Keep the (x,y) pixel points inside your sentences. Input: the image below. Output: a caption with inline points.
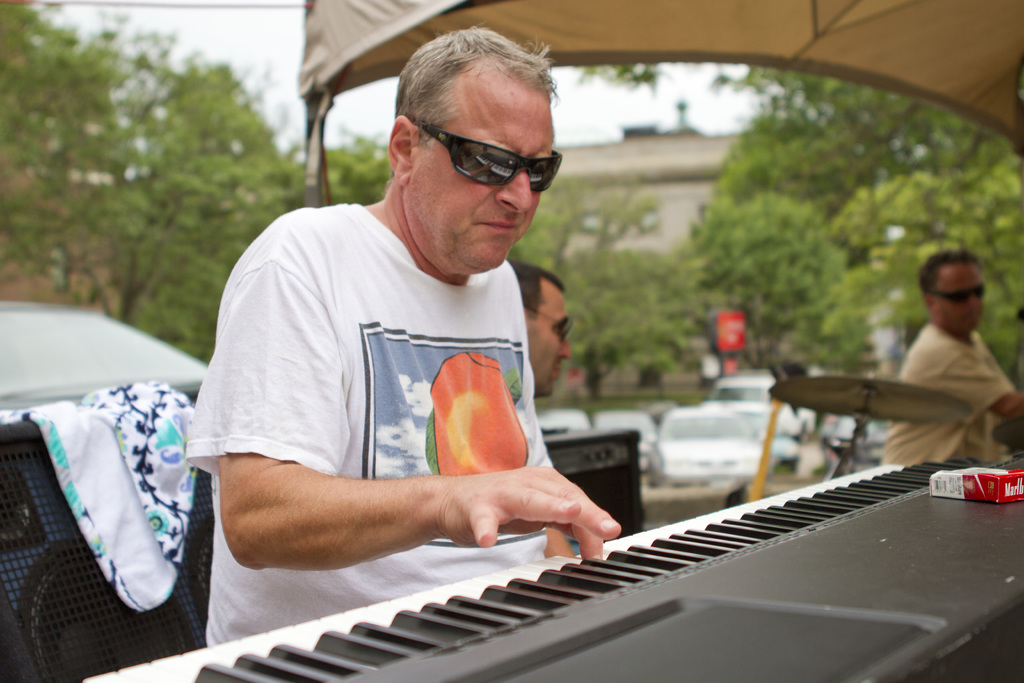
In this picture we can see a man (467,128) who is sitting on the chair (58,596). He is playing piano (605,575) and he has spectacles (464,140). Here we can see two more persons (997,396). On the background (687,447) we can see some vehicles (706,447). And these are trees (213,220). And there is a sky (234,66).
